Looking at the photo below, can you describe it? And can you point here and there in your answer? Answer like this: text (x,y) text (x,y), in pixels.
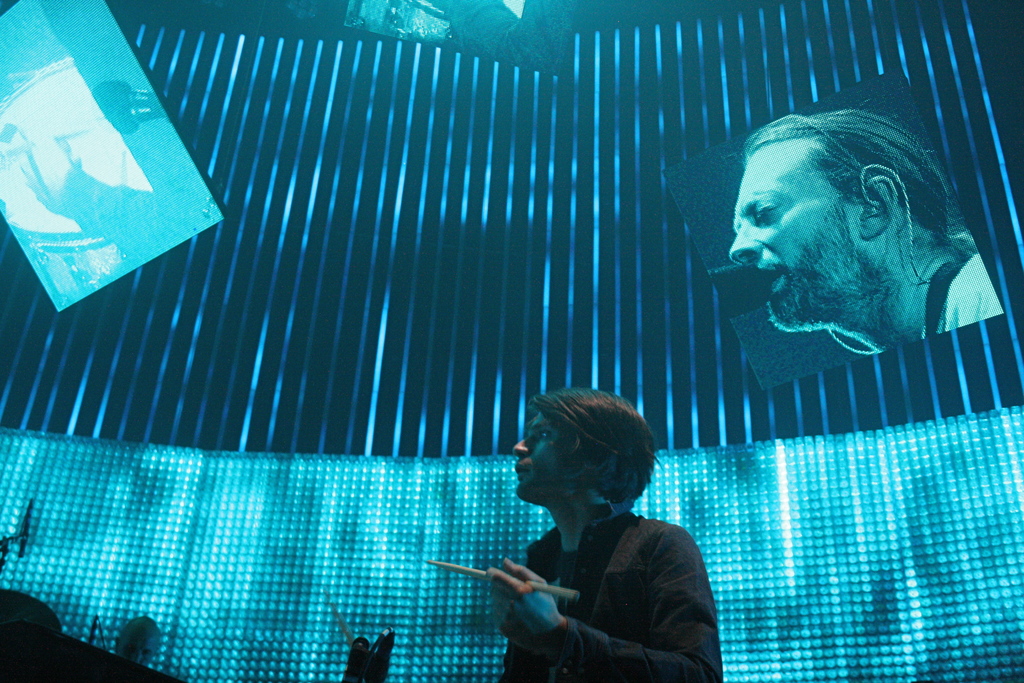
In this image in the foreground (548,570) there is one person (548,570) who is holding a stick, and in the background (674,305) there is a screen (304,117) and in the screen (397,232) i can see some lights (208,275) and some persons (895,215). At the bottom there are some objects (36,615).
